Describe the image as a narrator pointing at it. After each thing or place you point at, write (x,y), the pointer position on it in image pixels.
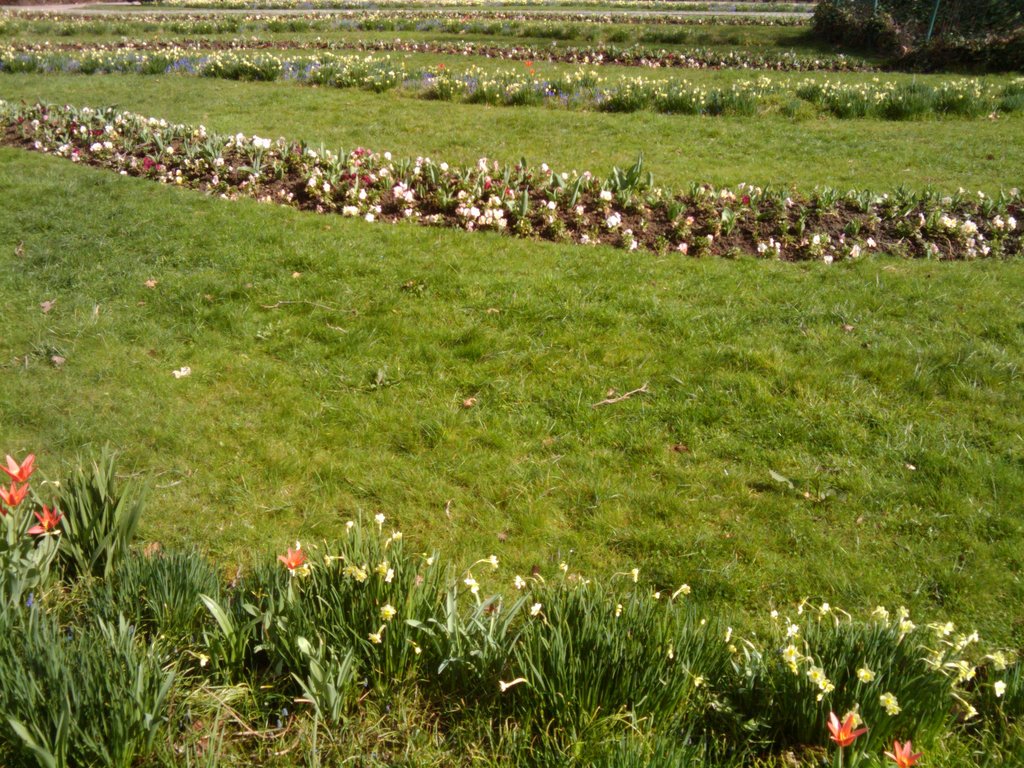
In this picture we can see the grass (487,507), plants (336,677) with flowers (786,9) and in the background (962,27) we can see some objects (884,12).
